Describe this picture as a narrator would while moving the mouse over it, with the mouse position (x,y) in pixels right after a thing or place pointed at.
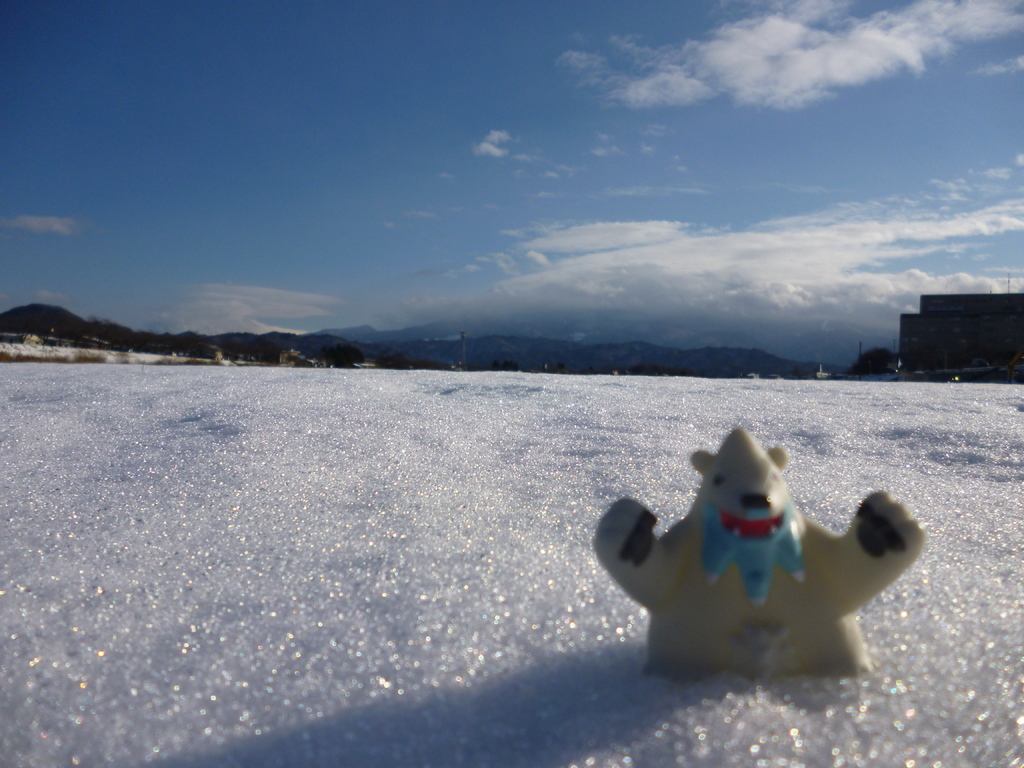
In this picture we can see doll (793,670) and snow (711,441). In the background of the image (729,358) we can see building (909,342), trees (891,359), hills (519,360) and sky (502,229) with clouds (735,251).
